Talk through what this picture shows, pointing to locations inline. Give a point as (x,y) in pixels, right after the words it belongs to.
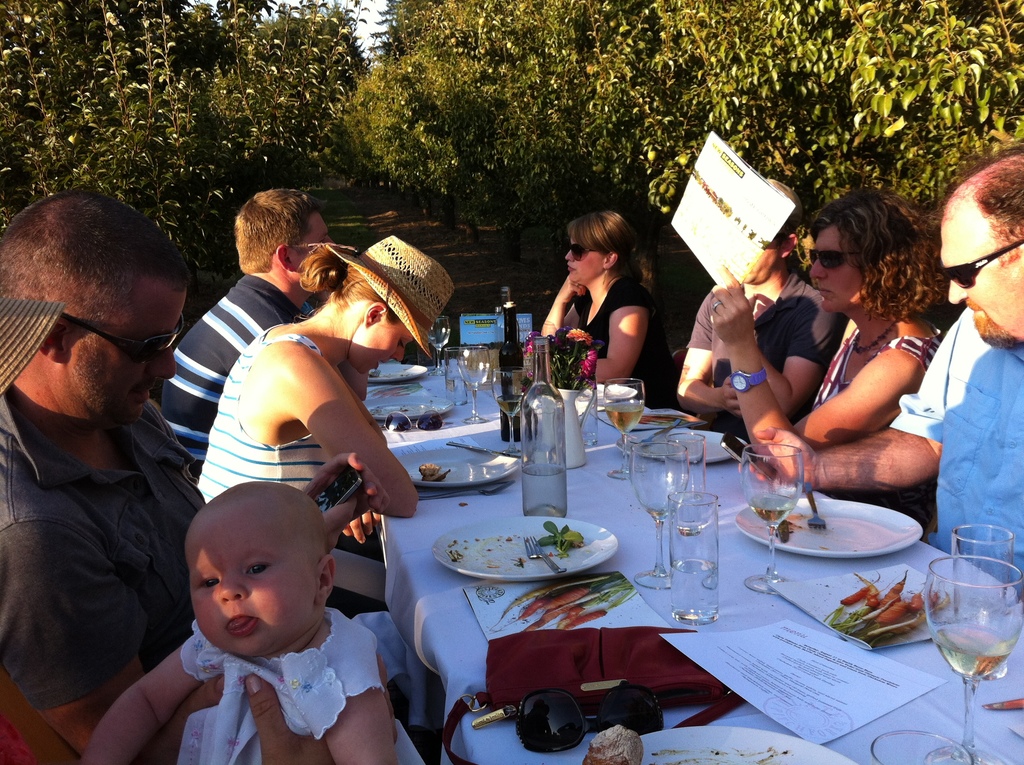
These are trees (799,62). These persons (923,376) are sitting on chairs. On this table (663,616) there are bottles (514,375), glasses (716,609), papers (709,633) and plates (526,553). This woman (840,378) is holding a card (730,251).
